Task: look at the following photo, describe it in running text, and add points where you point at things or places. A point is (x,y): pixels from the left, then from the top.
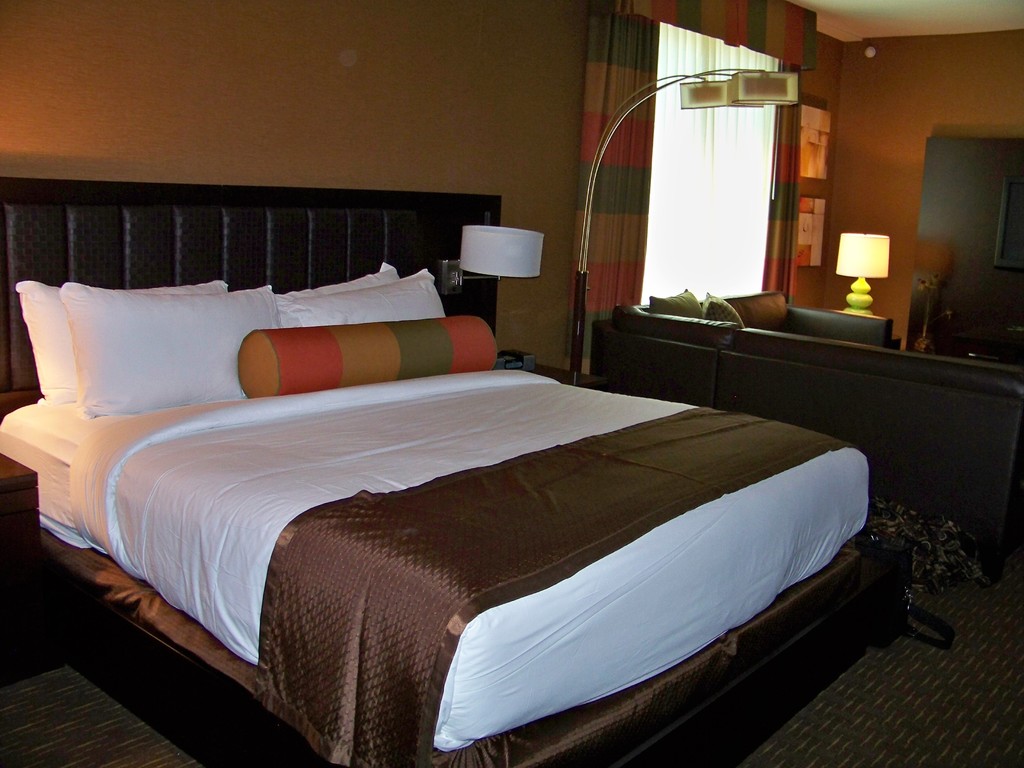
In this image I can see a bed (375,586), pillows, lamp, sofa (838,341), curtain (747,213) and a wall (5,30). This image is taken may be in a room (17,741).
